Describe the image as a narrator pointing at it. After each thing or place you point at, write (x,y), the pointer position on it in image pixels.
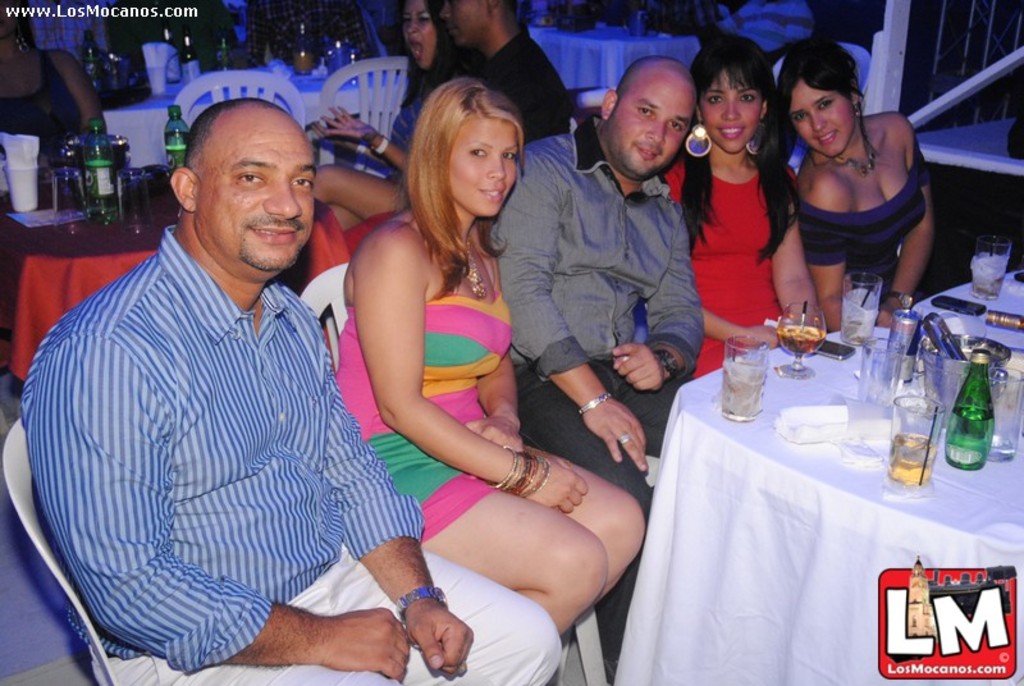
In this picture, we see three women (504,336) and two men (530,260) are sitting on the chairs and they are smiling. They might be posing for the photo. In front of them, we see a table (748,526) on which glasses (912,418), tissue papers (831,423), bowls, glass bottle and mobile phones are placed. Behind them, we see two people (517,63) are sitting on the chairs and in front of them, we see a table (19,227) on which bottles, glasses (53,216) and some other objects (55,214) are placed. On the right side (945,249), we see the rack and the wall (979,189). This picture might be clicked in the restaurant (945,169).
